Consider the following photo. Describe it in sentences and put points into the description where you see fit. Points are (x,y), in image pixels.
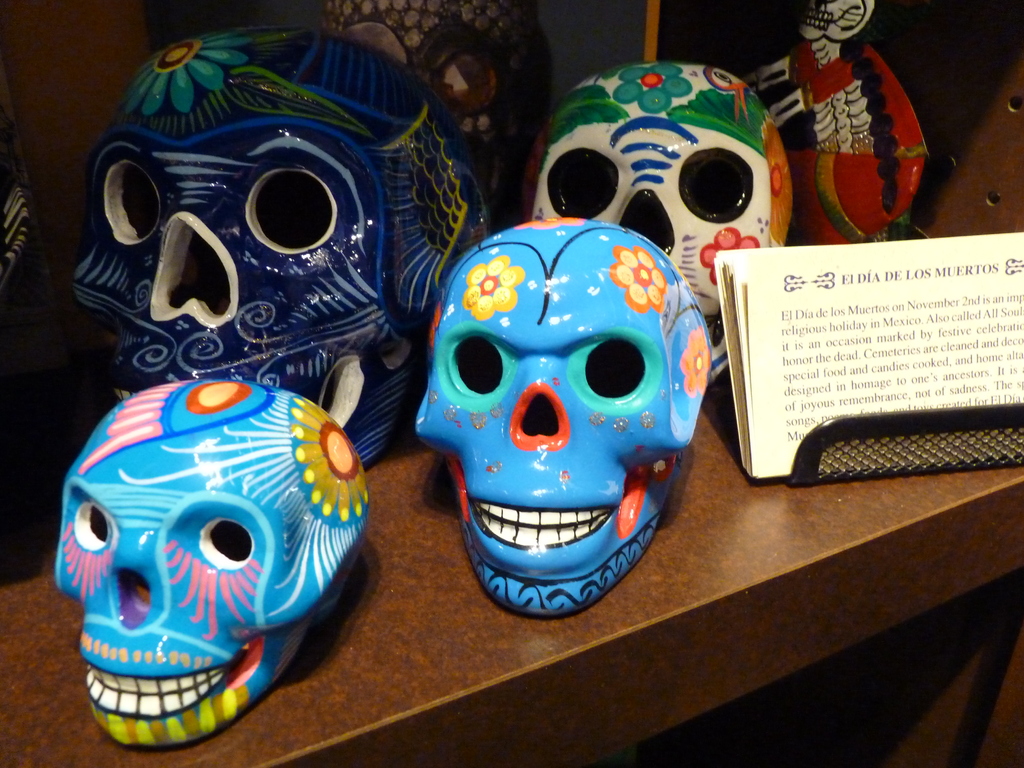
In this image I can see skulls (202,548) on the table (38,746) which are painted in different colors, beside that there are some papers (996,364) with a note (996,364).
